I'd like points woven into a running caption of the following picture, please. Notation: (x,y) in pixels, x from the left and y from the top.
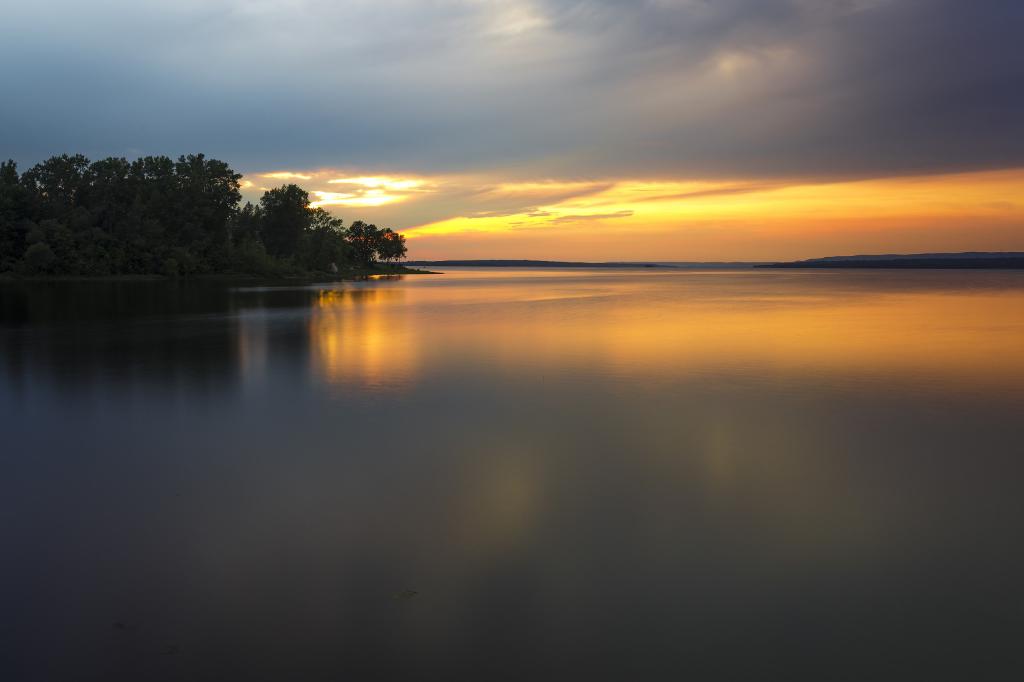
In this picture we can see trees (191,183), water (442,301) and in the background (781,195) we can see the sky (397,80) with clouds (707,61).
